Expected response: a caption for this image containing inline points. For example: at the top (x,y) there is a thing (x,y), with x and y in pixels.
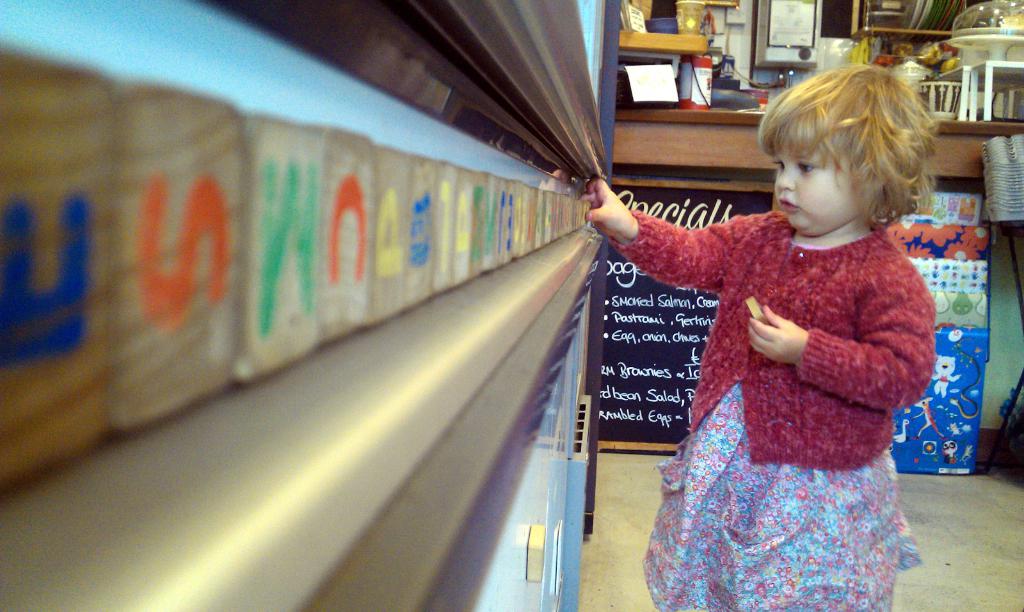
In this image in the center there is a girl (804,354) standing and holding an object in her hand (778,355). On the left side (295,266) there are letters (302,267). In the background (656,309) there is a board (669,324) with some text (653,322) written on it and there are objects (875,43) on the platform (953,157), under the platform (967,164) there are objects (957,297) which are colourful.
